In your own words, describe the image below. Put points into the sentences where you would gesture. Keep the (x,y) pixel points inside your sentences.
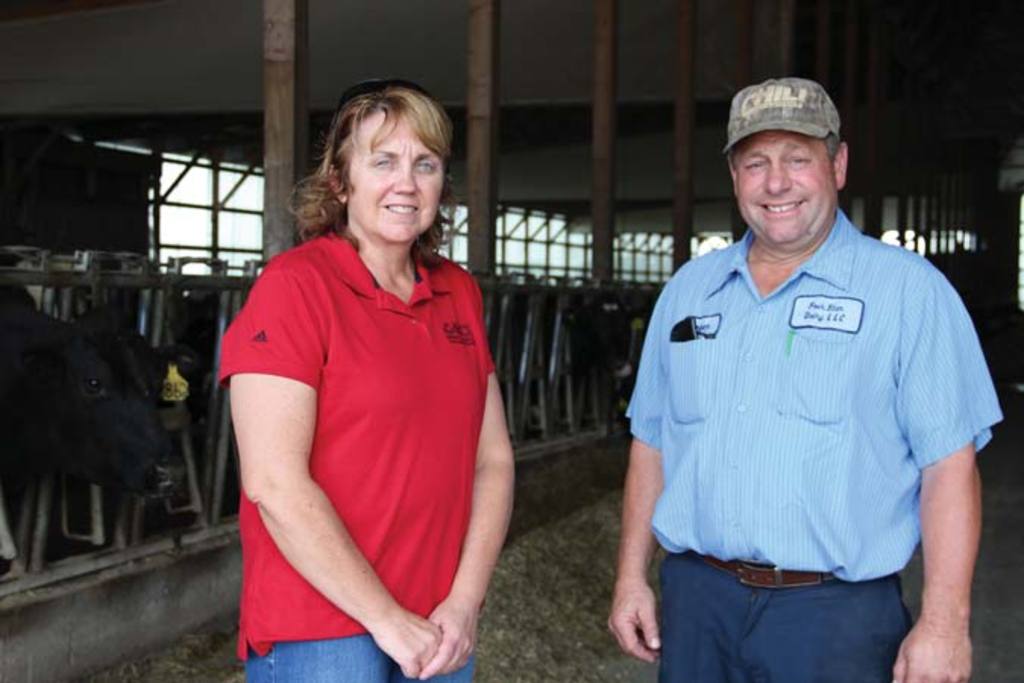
In this image I can see two persons (682,499) are standing in the front (821,233) and I can see both of them are smiling. I can also see the right one (804,184) is wearing a cap (809,89). In the background (97,427) I can see number of poles (610,87), a cow (154,397) and windows (449,213). I can also see a yellow colour thing (170,394) on the cow's ear (169,358).
